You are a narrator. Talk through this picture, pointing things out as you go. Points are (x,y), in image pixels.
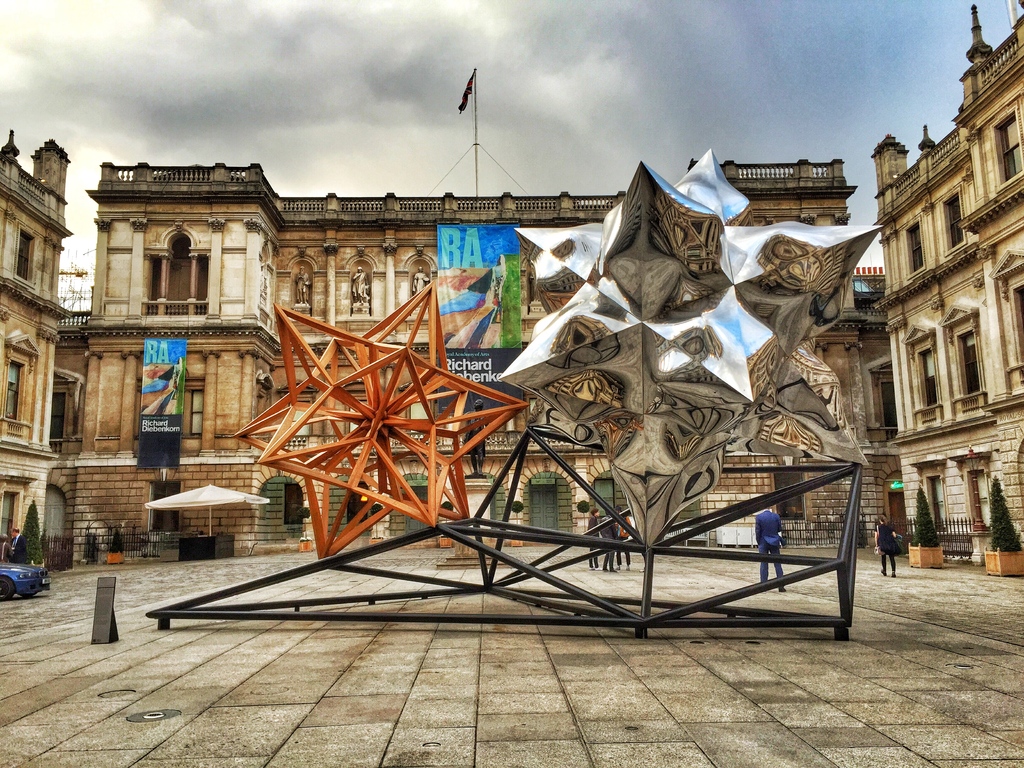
In the picture I can see few objects (459,489) and there is a building (416,288) in front of it which has a flag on it and there is a building (943,229) on either sides of it and there is a car (29,577) in the left corner (10,580) and the sky (284,87) is cloudy.
